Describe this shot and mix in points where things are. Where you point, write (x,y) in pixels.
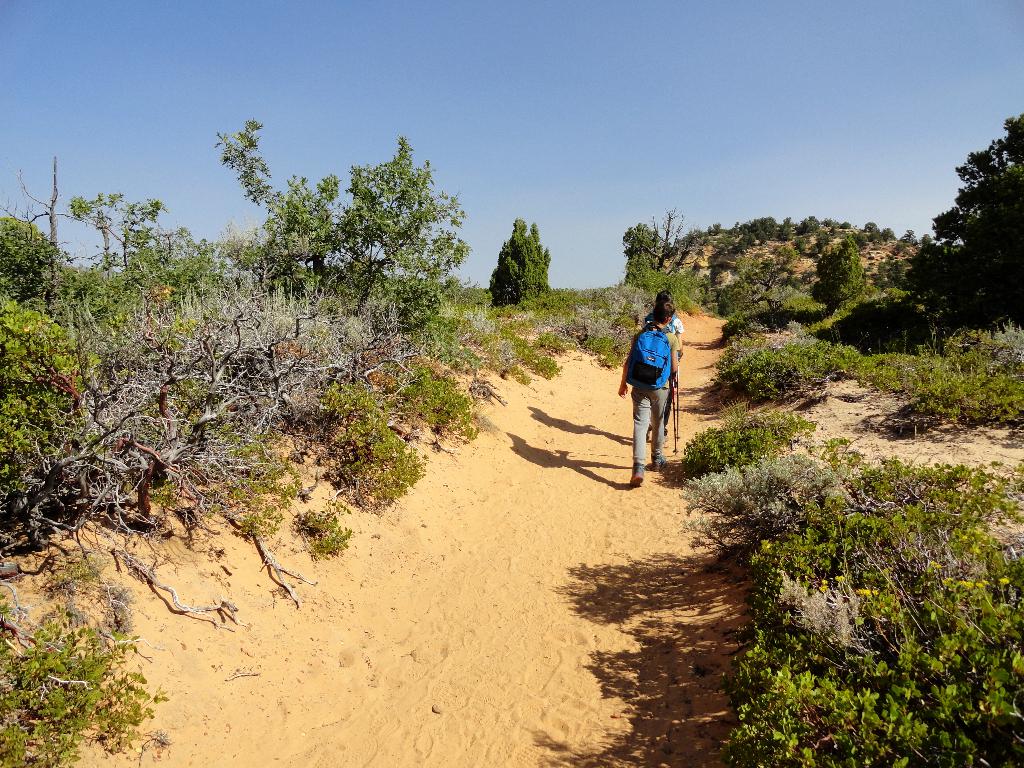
In the picture we can see, full of plants (866,754) between it, we can see a way (512,609) and on it we can see two people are walking wearing bags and holding sticks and in the background (452,337), we can see some plants (431,355), trees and small hill surface (728,267) and behind it we can see a sky (524,185).
